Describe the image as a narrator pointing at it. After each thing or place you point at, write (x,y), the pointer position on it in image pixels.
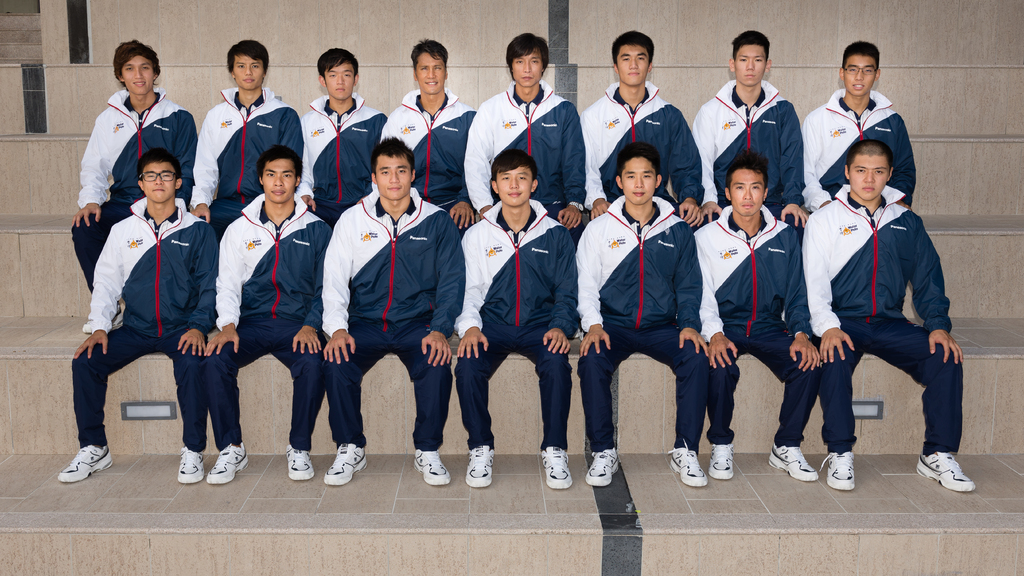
In this image, I can see a group of men (326,294) sitting and smiling. These are the steps (59,226). They wore jerkins (330,280), trousers (486,414) and shoes (850,480).
